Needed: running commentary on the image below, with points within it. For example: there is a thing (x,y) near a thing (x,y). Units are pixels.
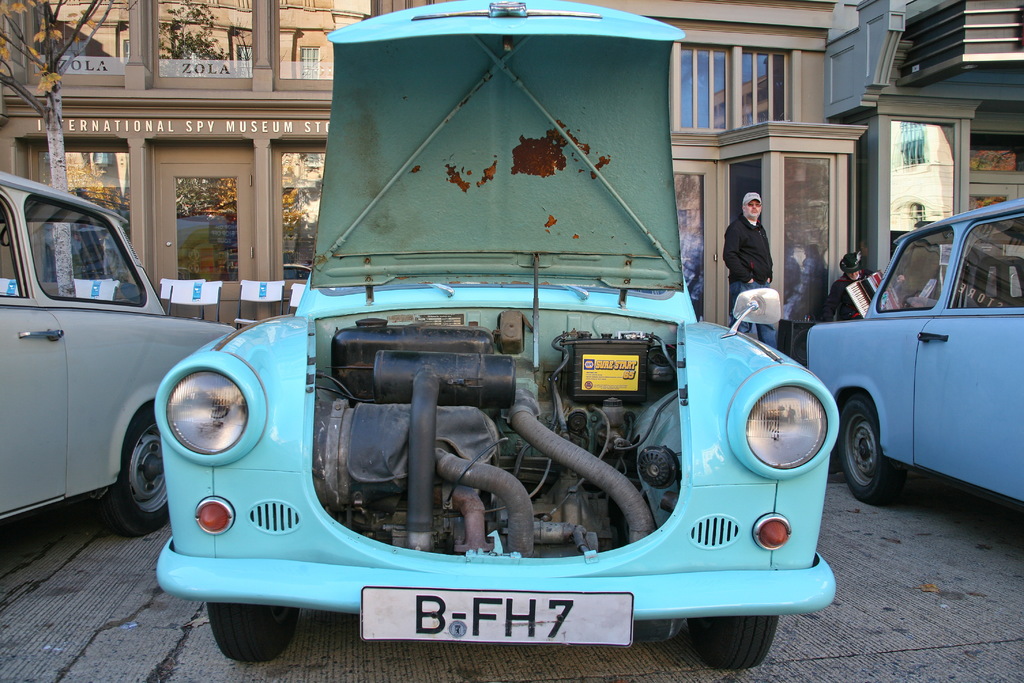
In this image, we can see vehicles (347,236) on the road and in the background (840,267), there are some people (854,270) and one of them is holding a musical instrument (854,285) and there is a building (150,91) and we can see trees (54,142) and boards (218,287).
